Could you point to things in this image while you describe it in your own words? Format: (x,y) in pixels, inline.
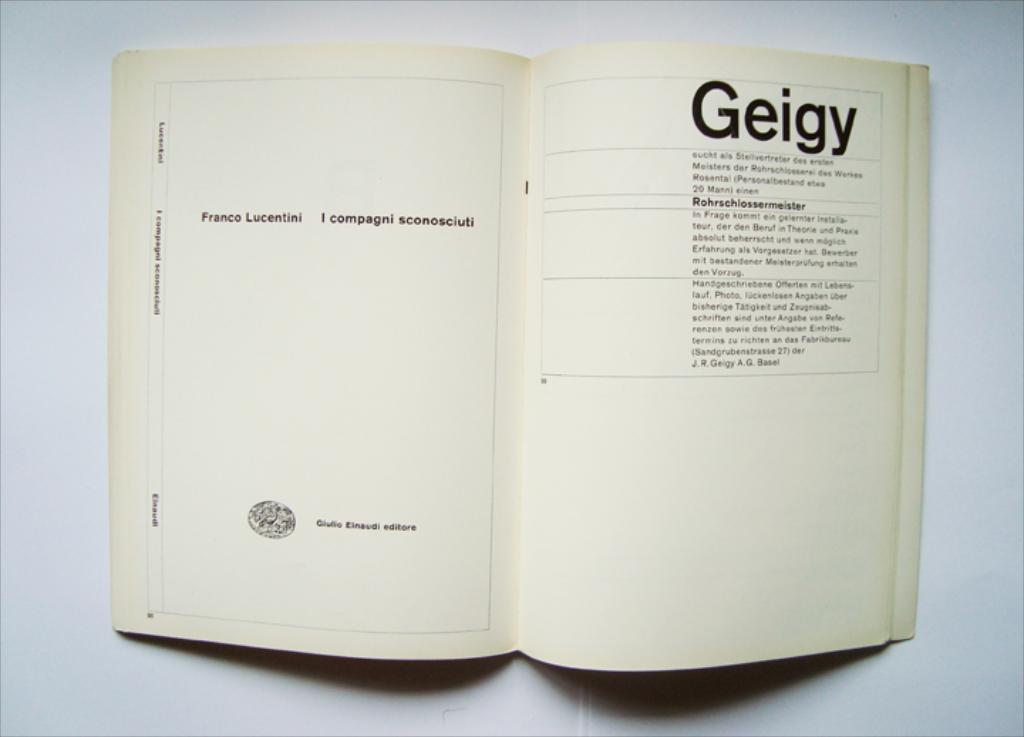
In this image there is a book (575,445). The book (498,260) is open. There is text (700,187) on the papers (355,235). The background (87,489) is white.
